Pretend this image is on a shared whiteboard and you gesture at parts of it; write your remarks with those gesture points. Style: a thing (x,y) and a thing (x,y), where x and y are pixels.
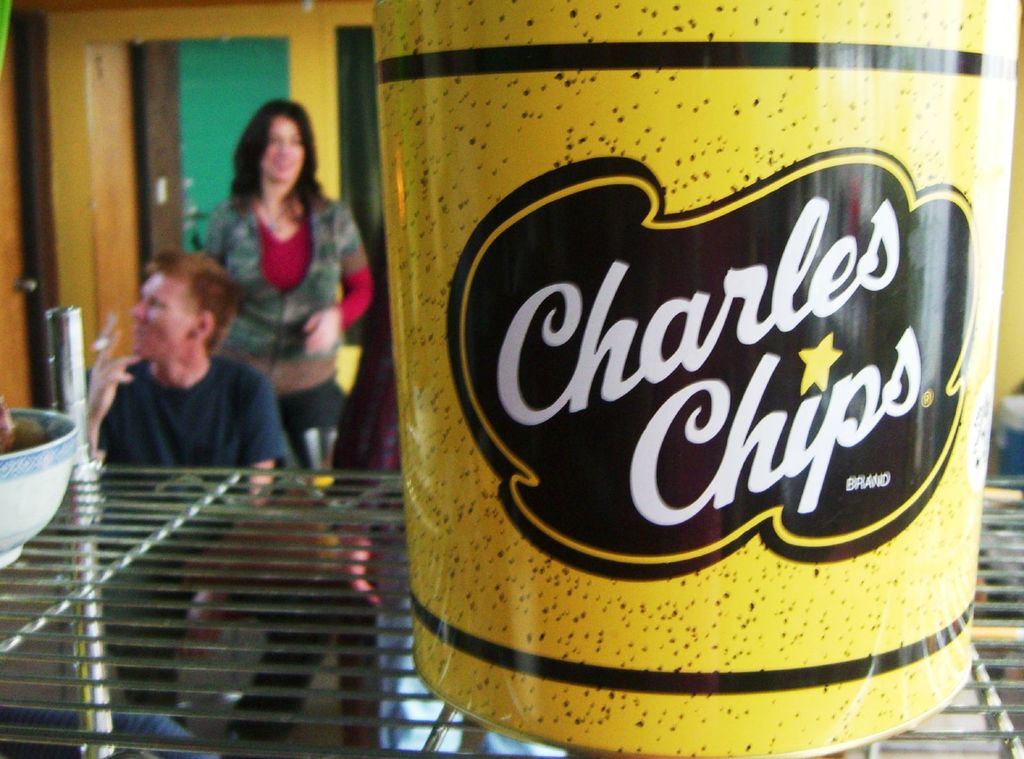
In this image, we can see some yellow color object (798,420) is placed on the grill (257,609). On the left side (50,496), we can see a bowl (20,521). Background (260,293) we can see few people (270,407), wall (57,170), door (108,197) and floor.
